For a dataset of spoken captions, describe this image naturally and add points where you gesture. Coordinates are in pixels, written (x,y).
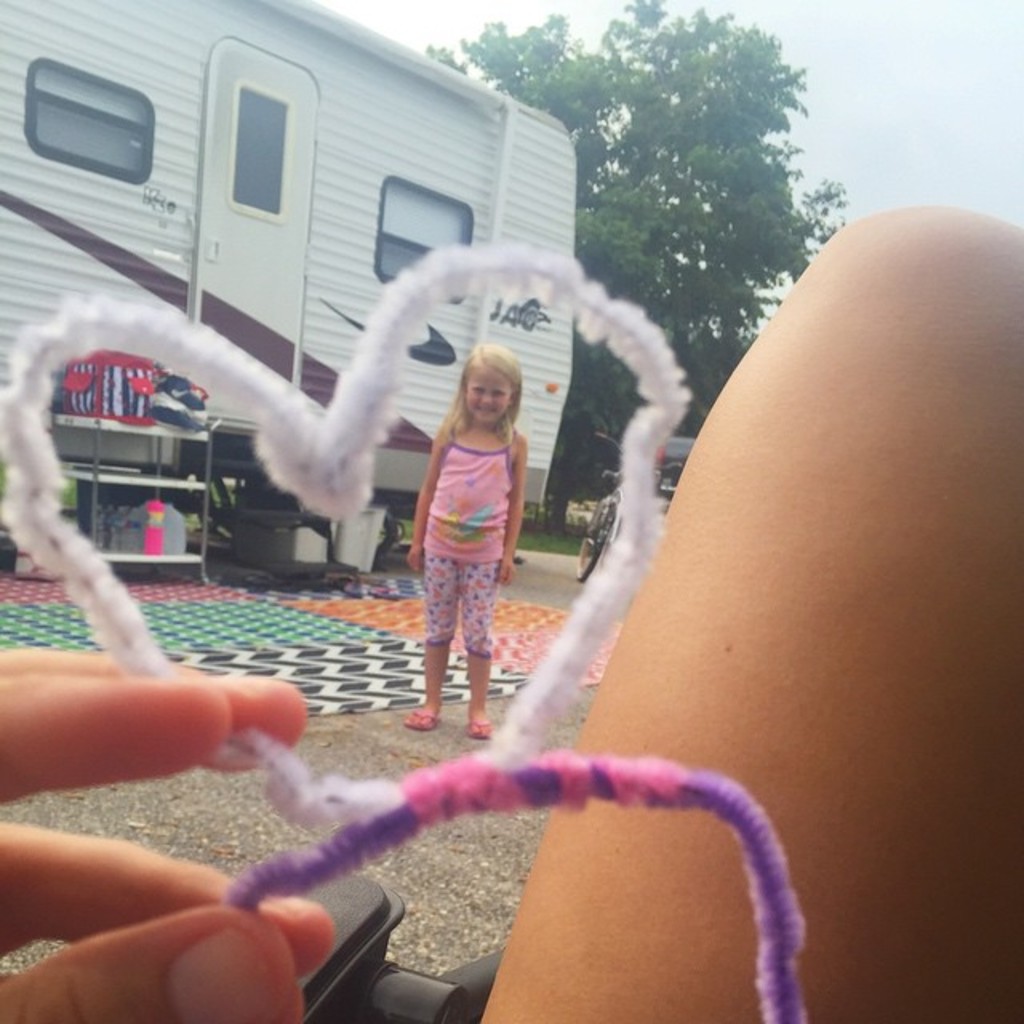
As we can see in the image there are two people (475,702), tree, sky (869,140), bag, bottles (172,532), bicycle (615,497) and camper (325,223).
